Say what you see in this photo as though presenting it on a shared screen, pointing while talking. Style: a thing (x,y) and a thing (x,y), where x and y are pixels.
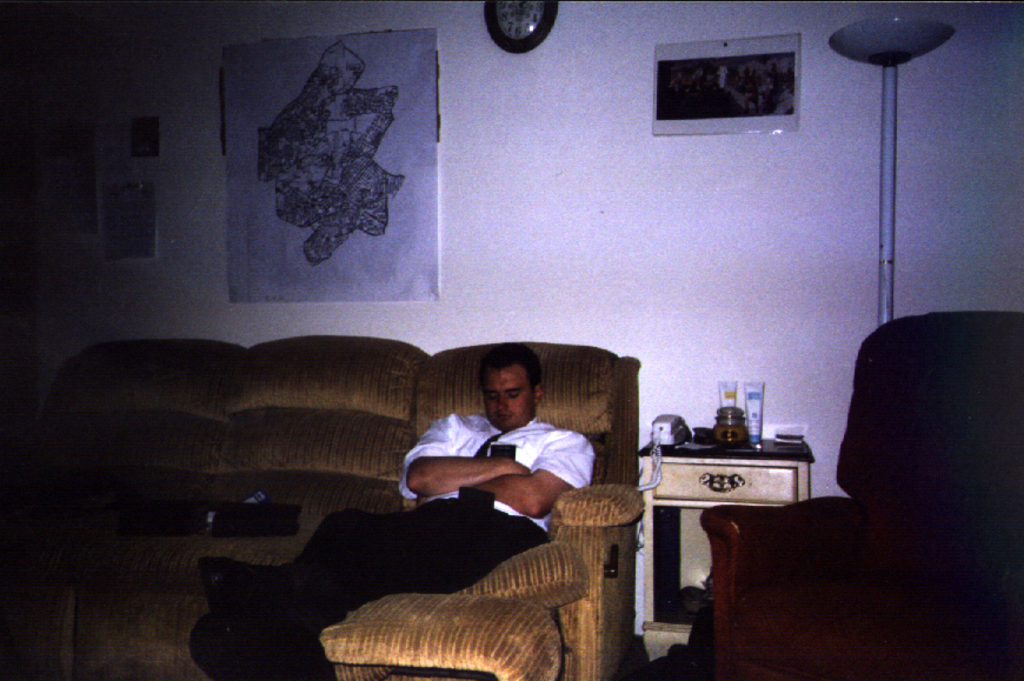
In this picture we can see a couch (487,623) on the couch (479,607) one person (528,475) is sleeping with his arms (510,470) folded beside the couch (570,398) there is a table (729,468) on the table (717,472) we can see a jar (731,420) and two tubes (755,418) back side there is a wall (465,140) on the wall (460,243) we can see painted paper (327,163) and few more frames (125,217).
